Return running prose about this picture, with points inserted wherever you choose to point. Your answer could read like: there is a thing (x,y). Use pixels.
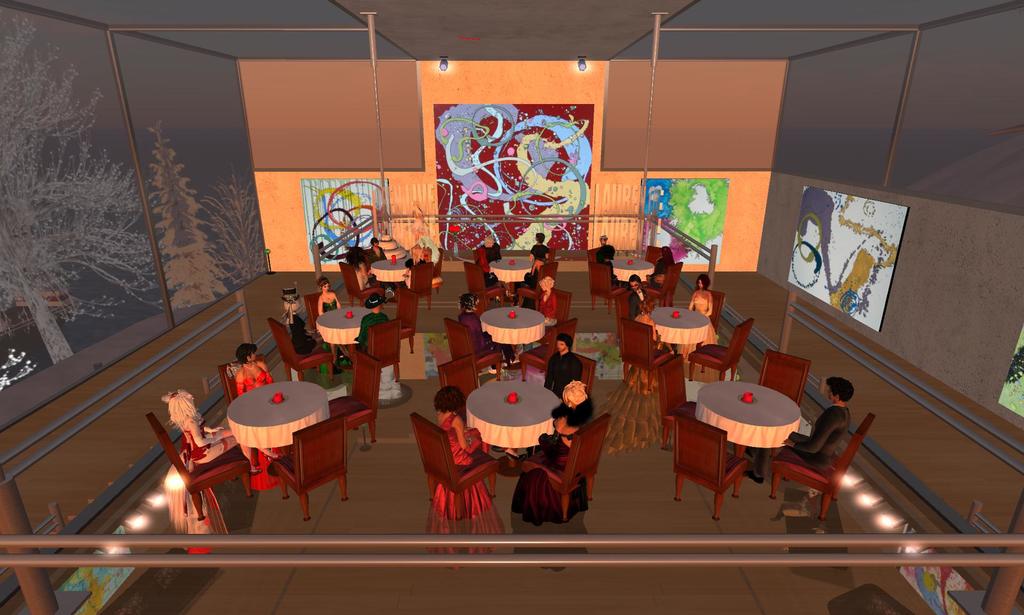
Animated picture. Painted boards (826,231) are on the walls (937,241). Here we can see focusing lights (580,63), people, chairs (693,471) and tables (686,317). On these tables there are cloths (754,395). Painting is on the wall (273,104).
